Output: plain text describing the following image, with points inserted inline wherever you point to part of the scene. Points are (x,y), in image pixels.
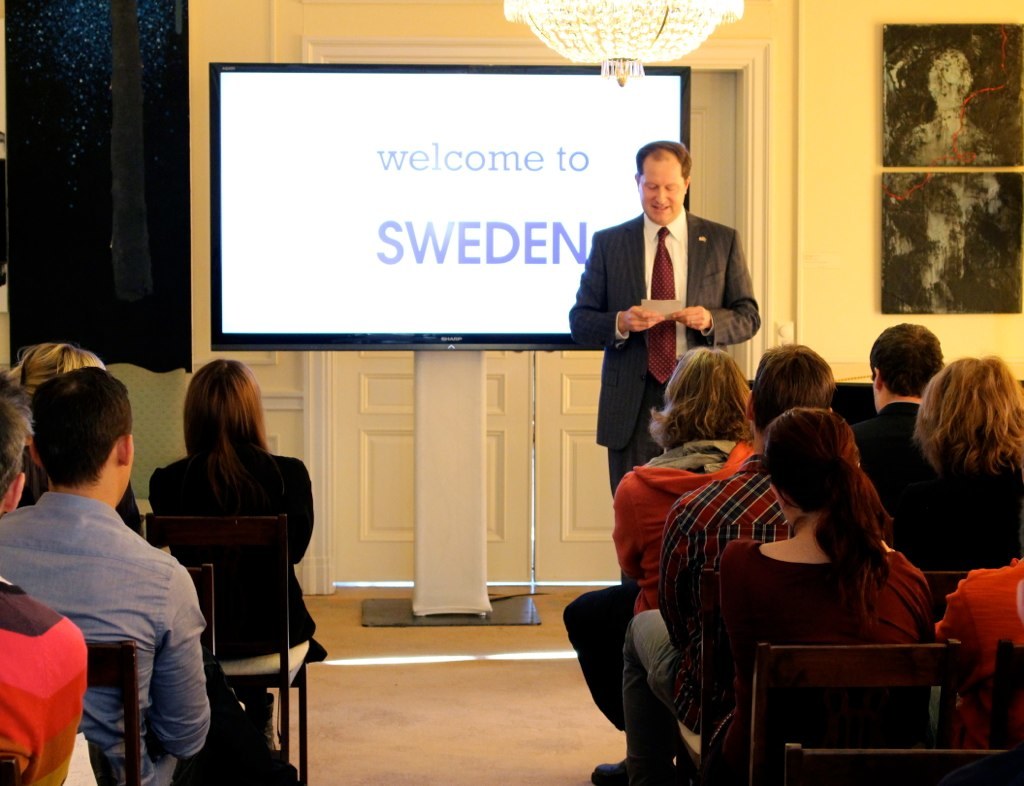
In this image there is a person (693,305) holding a paper (669,309). He is standing on the floor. He is wearing a blazer (715,231) and tie (673,289). There is a screen (505,305) on the stand (452,624). On the screen (443,225) there is some text (393,240). There are picture frames (985,225) attached to the wall (793,262) having doors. Bottom of the image (708,648) there are people (216,495) sitting on the chairs (712,581). Left side (77,170) there is a curtain (77,150). Top of the image (616,33) there is a chandelier (623,44).
